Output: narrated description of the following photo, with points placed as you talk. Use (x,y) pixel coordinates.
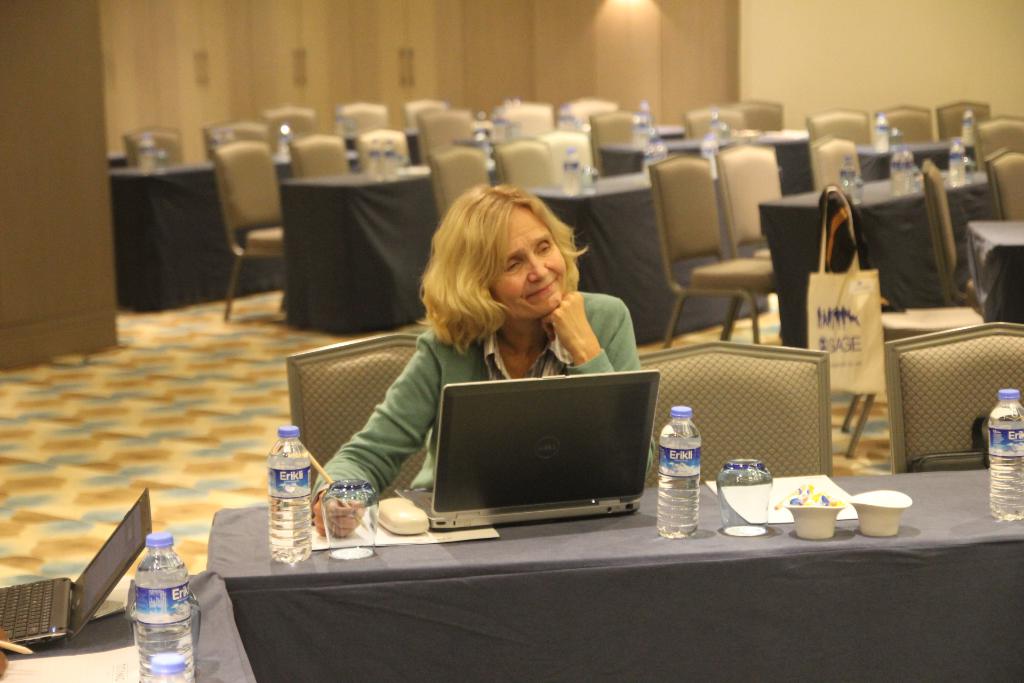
This woman (458,324) is sitting on a chair (372,390). In-front of this woman (428,384) there is a table (557,575), on a table (931,504) there are bowls (902,504), paper (799,480), jar (750,485) and bottles (306,480). In-front of this woman (566,316) there is a laptop (507,465). We can able to see a number of chairs (245,198) and number of tables (356,183). This woman (324,486) is holding a pen (320,468). On this chair (888,315) there is a bag (850,331).
